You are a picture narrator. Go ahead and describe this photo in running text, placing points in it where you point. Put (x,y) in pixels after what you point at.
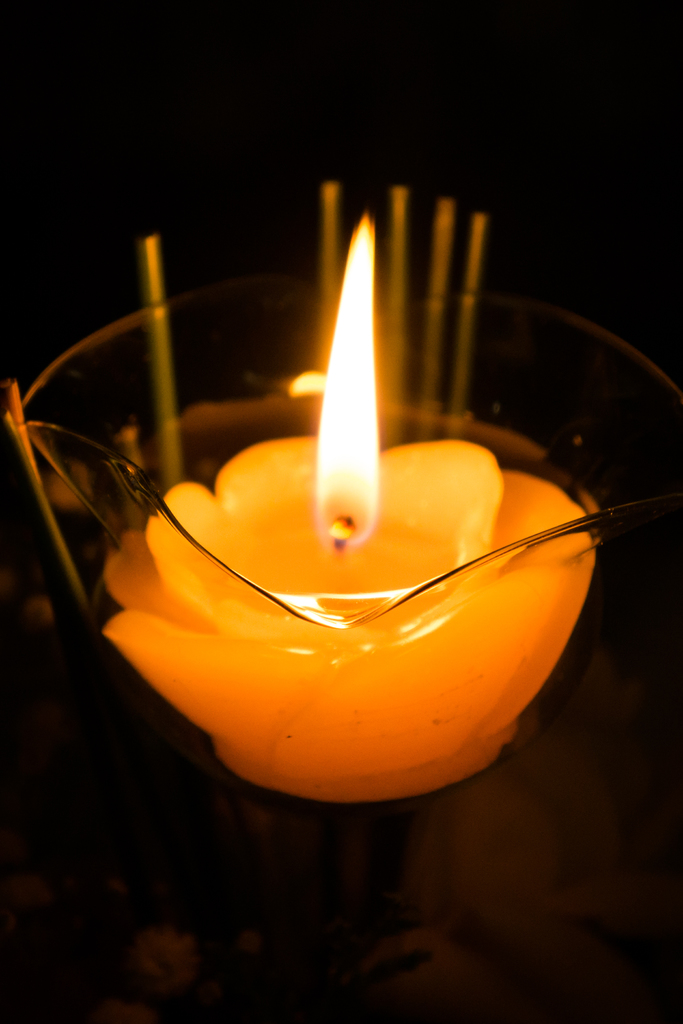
In this image I can see a glass bowl (134,485) and in it I can see a candle (475,670) which is yellow and orange in color. I can see the black colored background (28,199).
